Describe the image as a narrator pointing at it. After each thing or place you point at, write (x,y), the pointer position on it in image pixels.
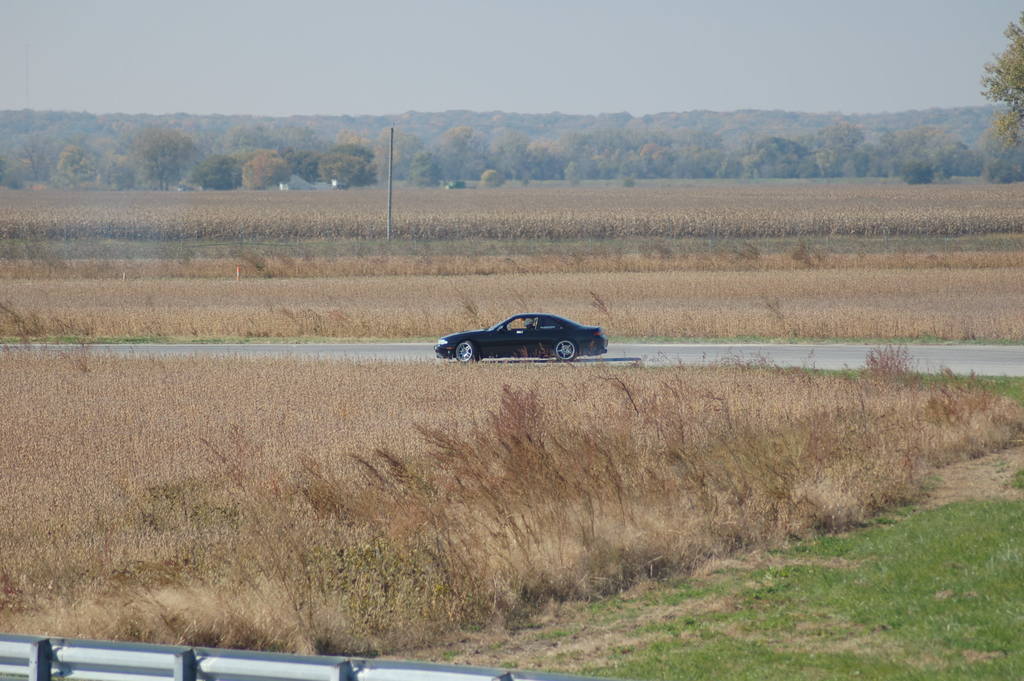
In the center of the image (475,341) we can see a car (464,347) is present on the road (511,357). In the background of the image (702,330) we can see the field (321,219), some vehicles (336,182), poles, trees (497,125). At the bottom of the image (355,630) we can see a barricade (366,667) and grass (750,610). At the top of the image (618,26) we can see the sky (661,55).
